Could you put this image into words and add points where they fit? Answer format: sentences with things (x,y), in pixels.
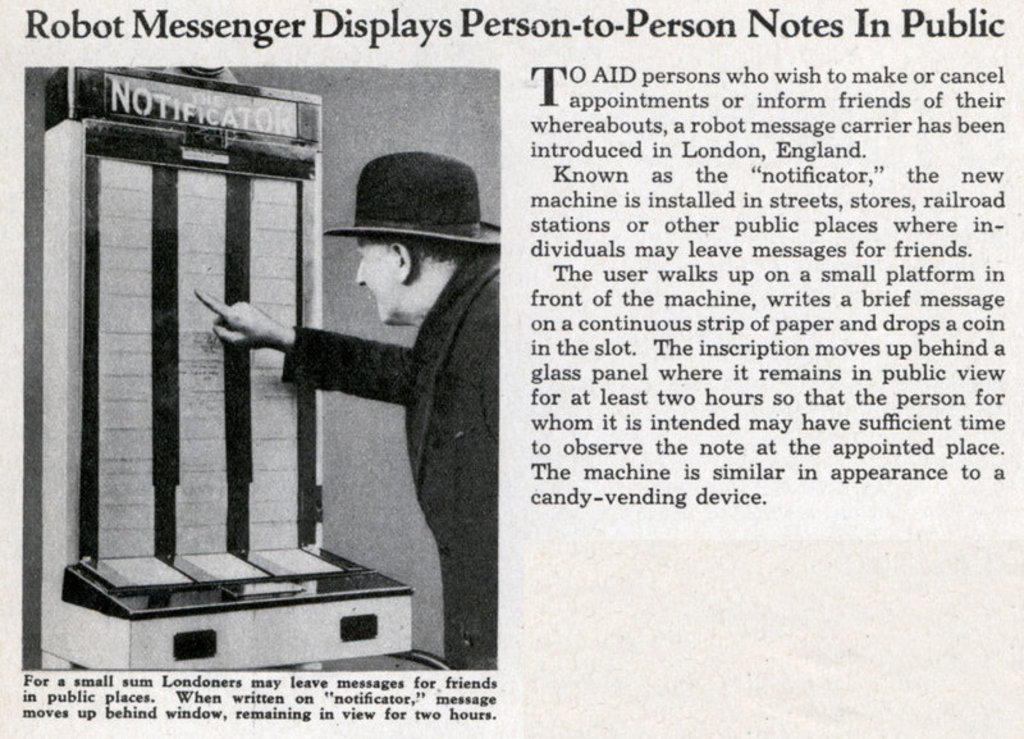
In this picture, we can see a paper (564,496) and on the paper (329,500) there is an image (346,450) of a person (384,366) with a hat (415,232). In front of the person (438,450) there is an object (207,285). On the paper (264,316) it is written something.
